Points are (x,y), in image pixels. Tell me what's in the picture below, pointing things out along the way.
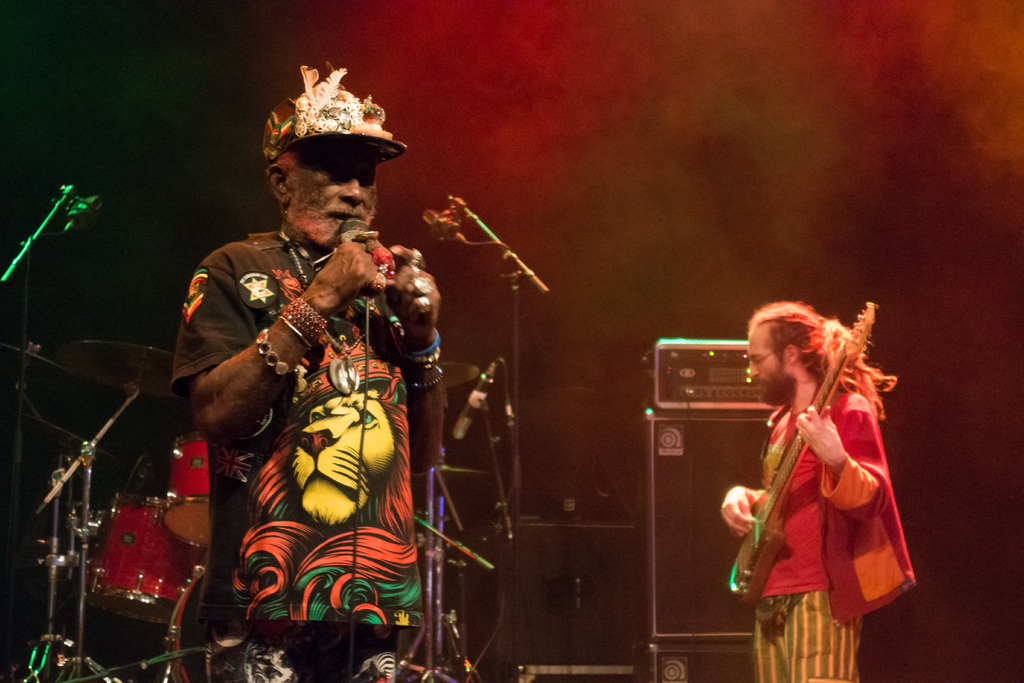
In this image we can see a person (363,463) holding a mic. On the right side (888,528) we can see a person (836,615) holding a guitar (758,556). On the backside (178,497) we can see some drums (132,540) and mics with stand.
